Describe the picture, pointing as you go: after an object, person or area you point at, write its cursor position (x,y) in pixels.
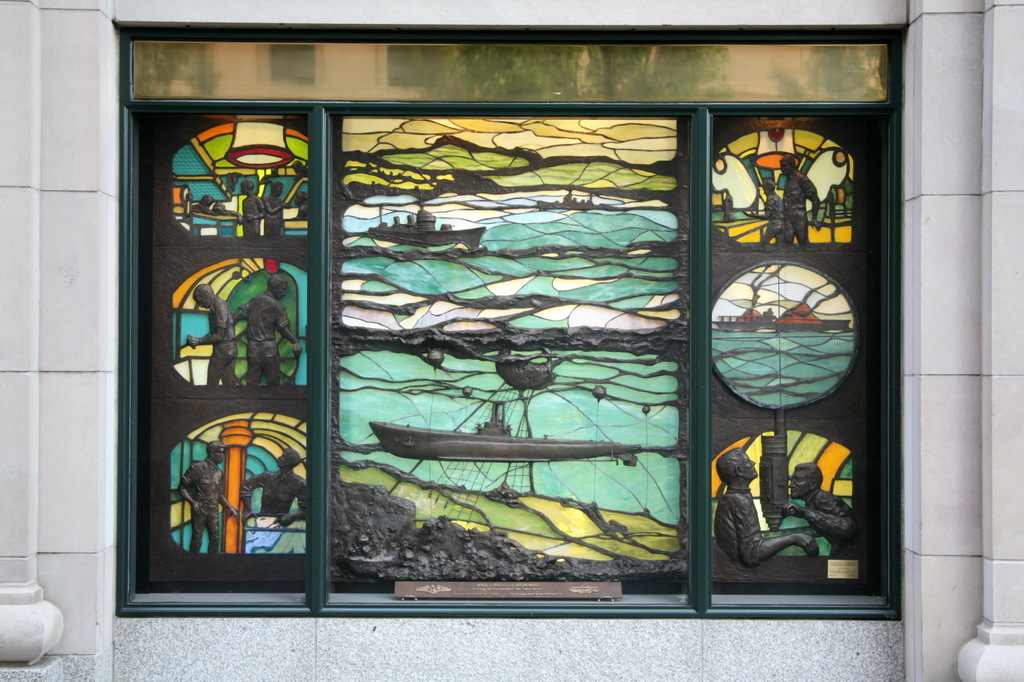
In this image, we can see a wall (740,14). There is an art (688,211) in the middle of the image (545,453).
